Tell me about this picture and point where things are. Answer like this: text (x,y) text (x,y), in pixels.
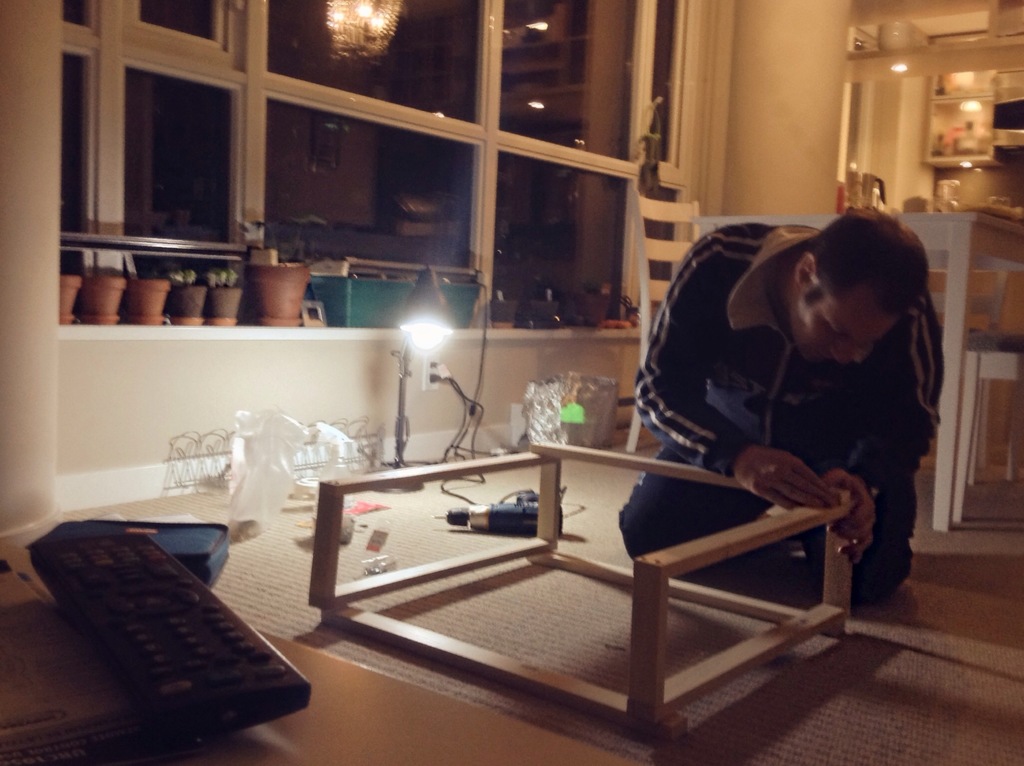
Here we can see that a person (800,347) is sitting on the floor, and holding a wooden stick (759,537) in his hands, and at back (145,292) there are flower pots (161,290), and here is light (423,342), and here there are some objects (197,668).
